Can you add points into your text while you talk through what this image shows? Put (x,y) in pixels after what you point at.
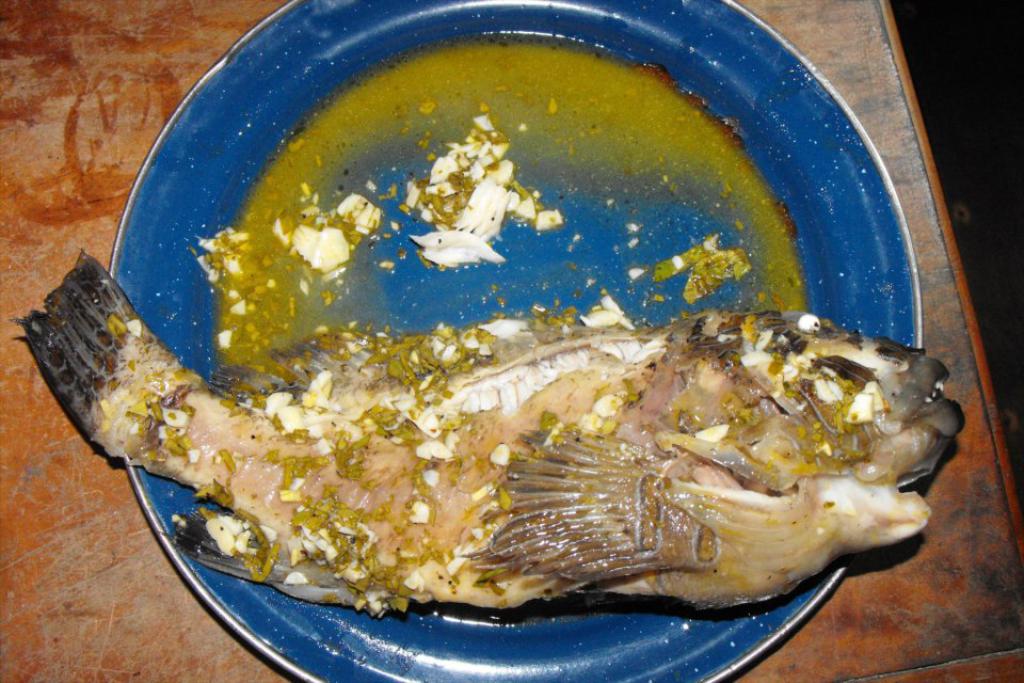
In this picture we can see a blue plate (231,121) and there is a fish (484,517).
